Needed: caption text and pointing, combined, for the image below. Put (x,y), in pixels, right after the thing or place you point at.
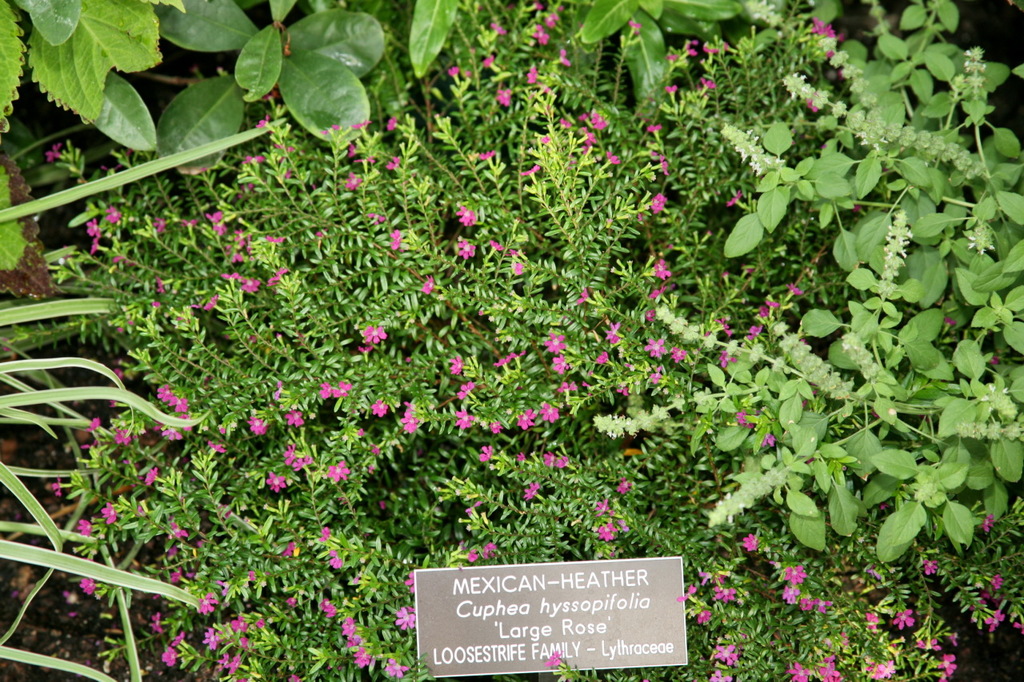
In this image we can see flowers (217,214), plants (486,320), there is a board (555,608) with text (510,649) on it.
